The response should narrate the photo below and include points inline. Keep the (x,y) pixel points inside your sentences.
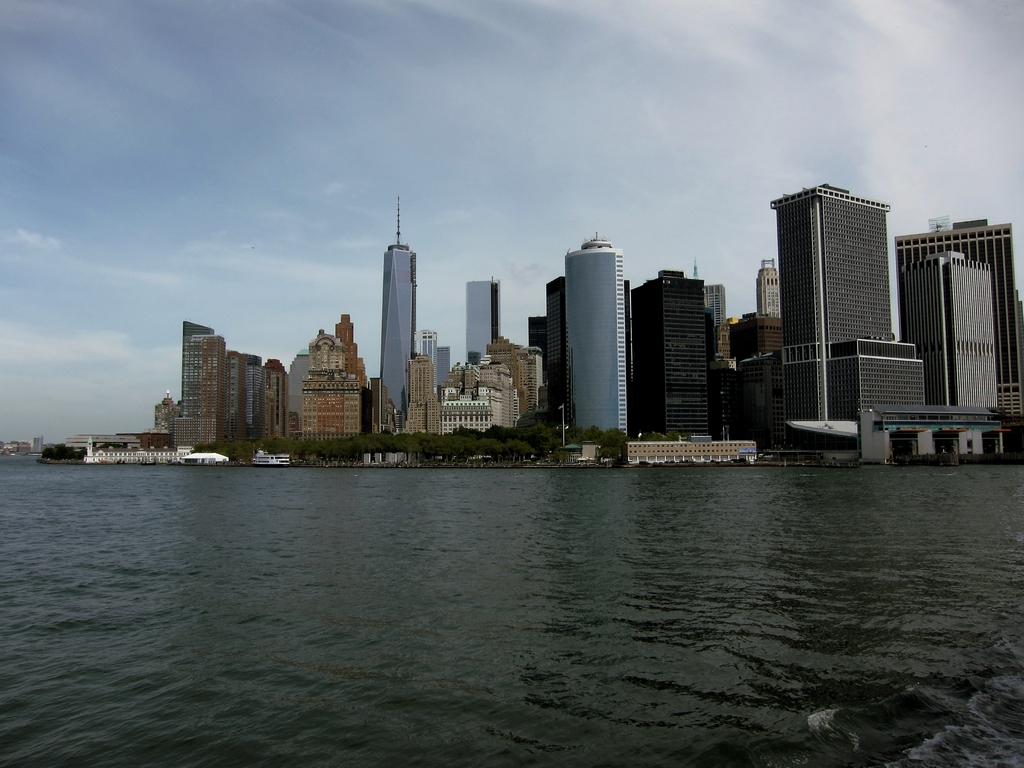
In this image I can see water (430,558), number of trees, number of buildings (407,403), clouds (980,107) and the sky (179,170).
